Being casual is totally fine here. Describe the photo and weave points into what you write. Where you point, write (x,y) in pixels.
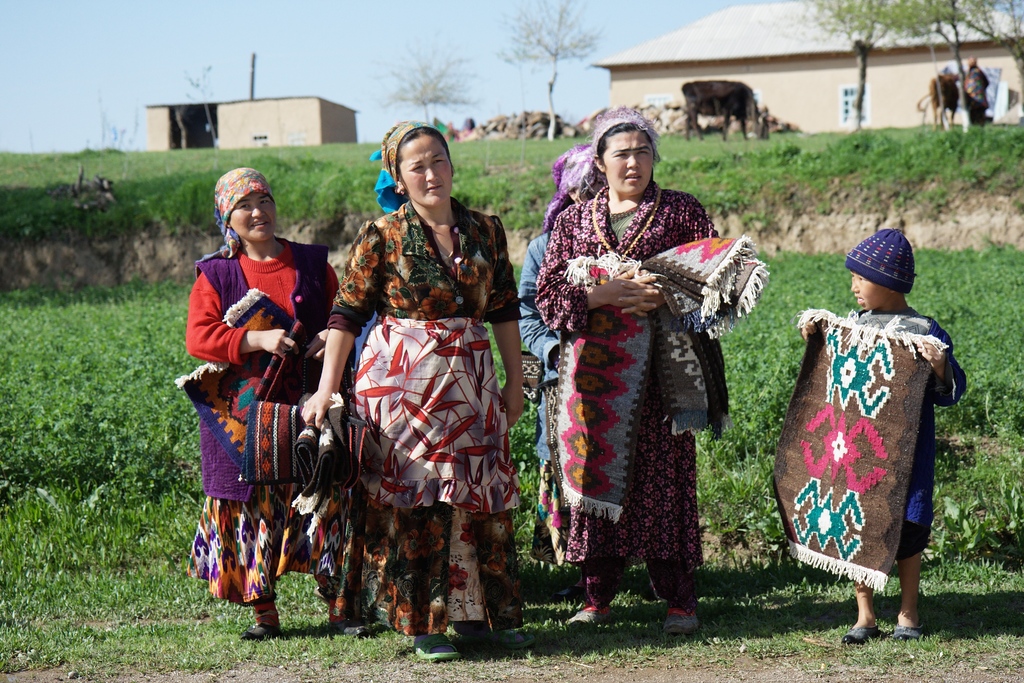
In the middle of the image (415,247) few people (633,217) are standing and holding some clothes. Behind them we can see grass (1015,567). At the top of the image (1019,52) we can see some animals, trees (962,43) and houses (962,43). Behind them we can see the sky (378,103).
